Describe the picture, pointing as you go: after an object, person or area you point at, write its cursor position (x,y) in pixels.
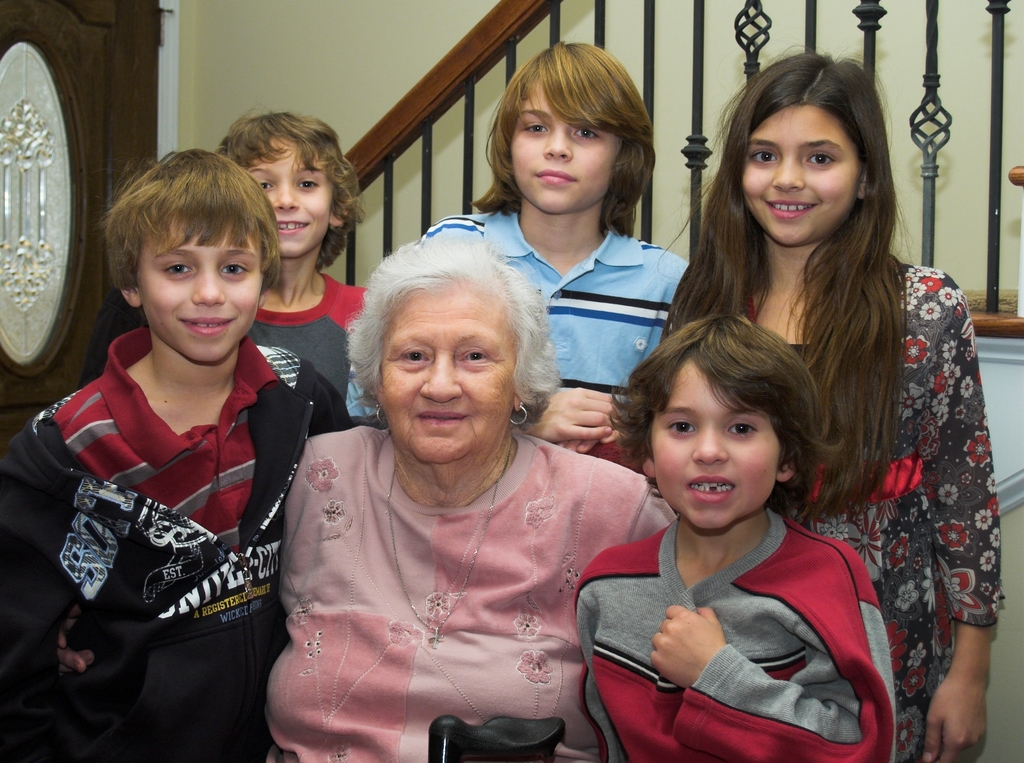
In this picture I can see a group of people (417,459) in the middle (408,433), in the background (542,4) there is an iron grill (941,145). On the left side (27,216) it looks like a door (136,131).
